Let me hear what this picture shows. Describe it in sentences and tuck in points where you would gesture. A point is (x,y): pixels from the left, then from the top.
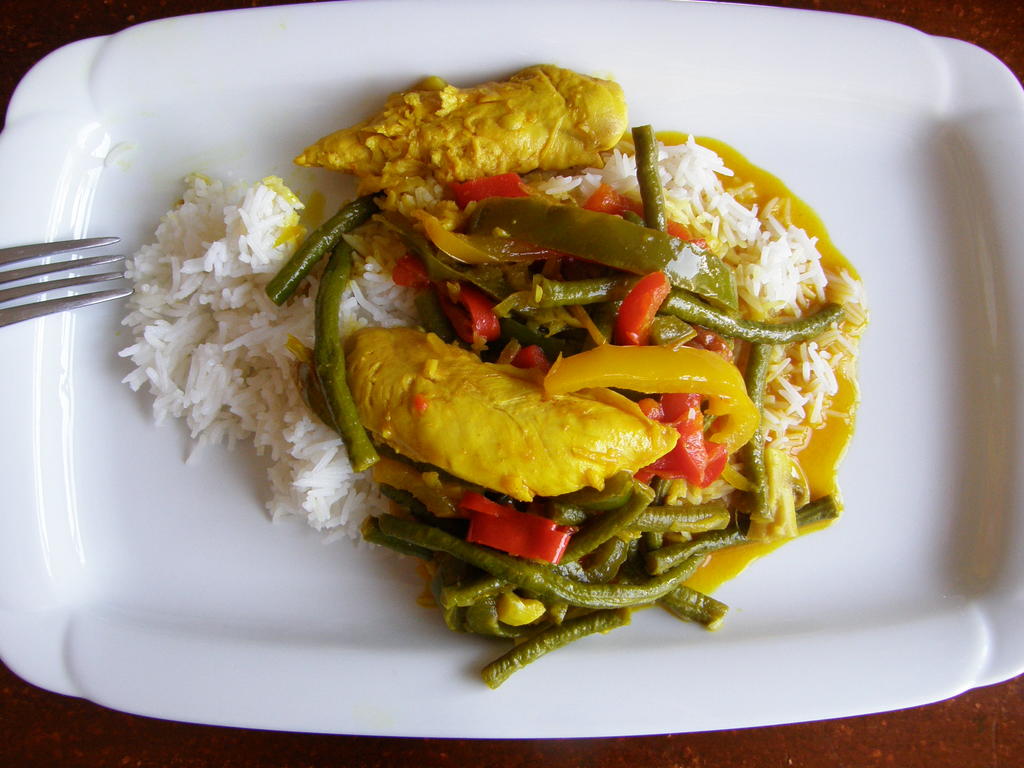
In this image I can see a plate (909,497), fork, rice (372,282), meat (608,117) and food items (643,378) may be kept on the table (493,763). This image is taken may be in a room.
